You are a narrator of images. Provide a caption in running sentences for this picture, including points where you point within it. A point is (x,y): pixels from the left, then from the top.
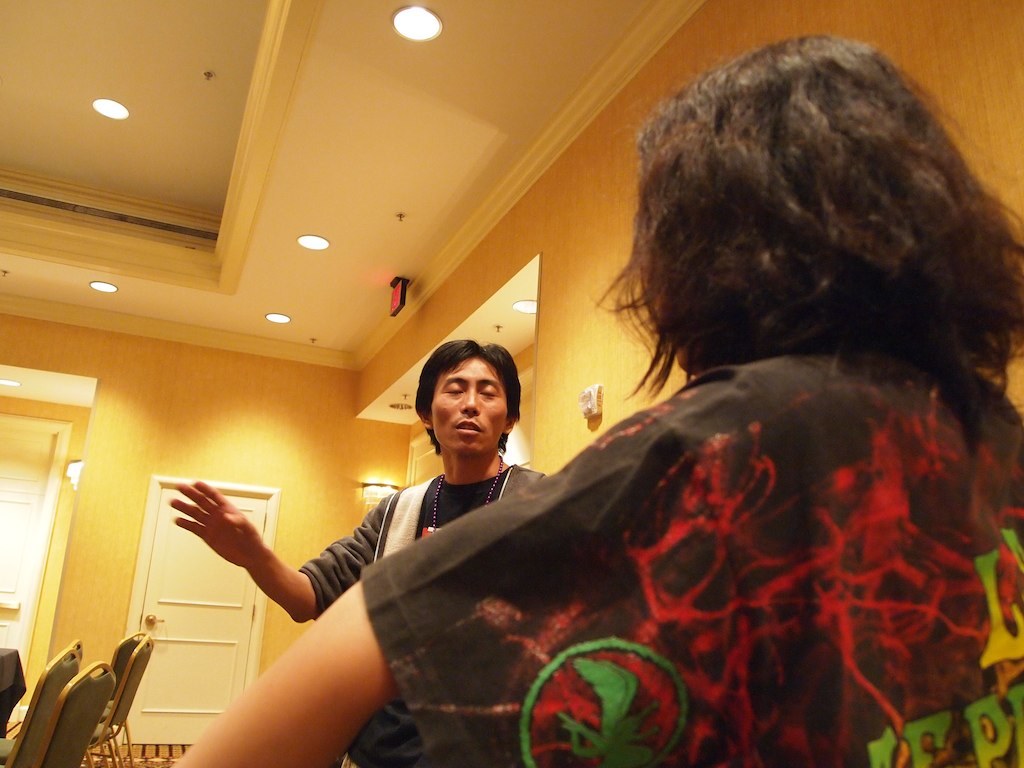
This image is clicked in a room (297,463). On the top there are lights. There are doors (244,615) too. There is a person (321,587) standing in the middle of the room (322,374) and there is a woman (923,558) on the right side (786,609). There are chairs (72,751) on the bottom left side (111,693) corner. The person (381,523) who is standing is wearing a black jacket (308,574) and he is also wearing a chain (436,517). Woman (599,510) is wearing a black shirt (684,607).
